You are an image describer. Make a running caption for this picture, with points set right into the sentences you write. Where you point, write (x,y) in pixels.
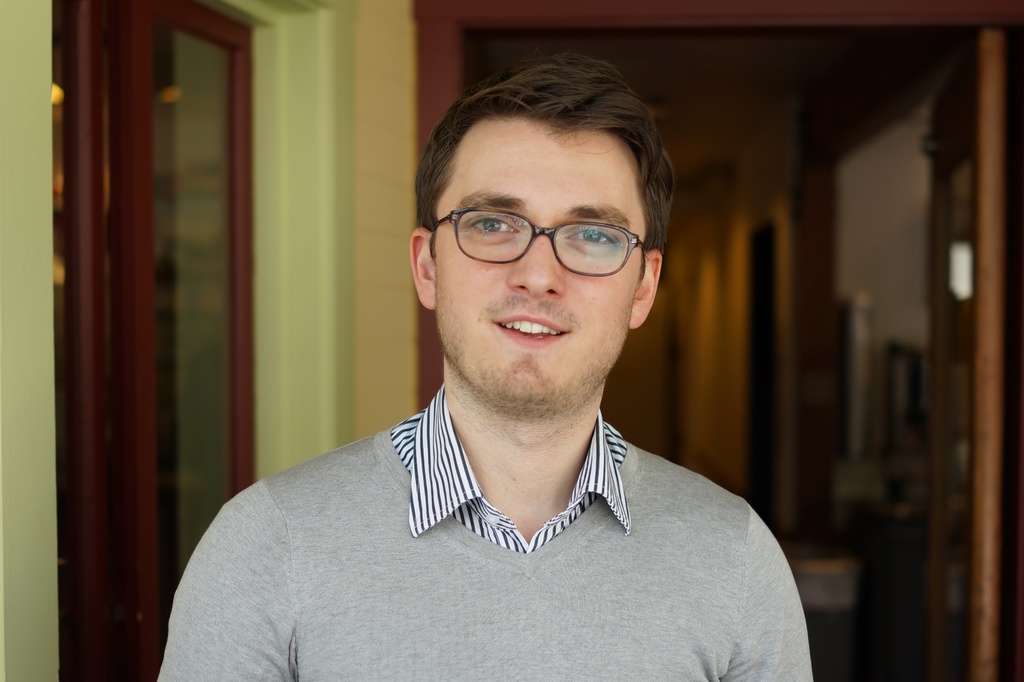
In this picture there is a person (564,337) standing and behind him there is a door (538,50) and at the left side of the image (134,348) there is a window (164,216).
